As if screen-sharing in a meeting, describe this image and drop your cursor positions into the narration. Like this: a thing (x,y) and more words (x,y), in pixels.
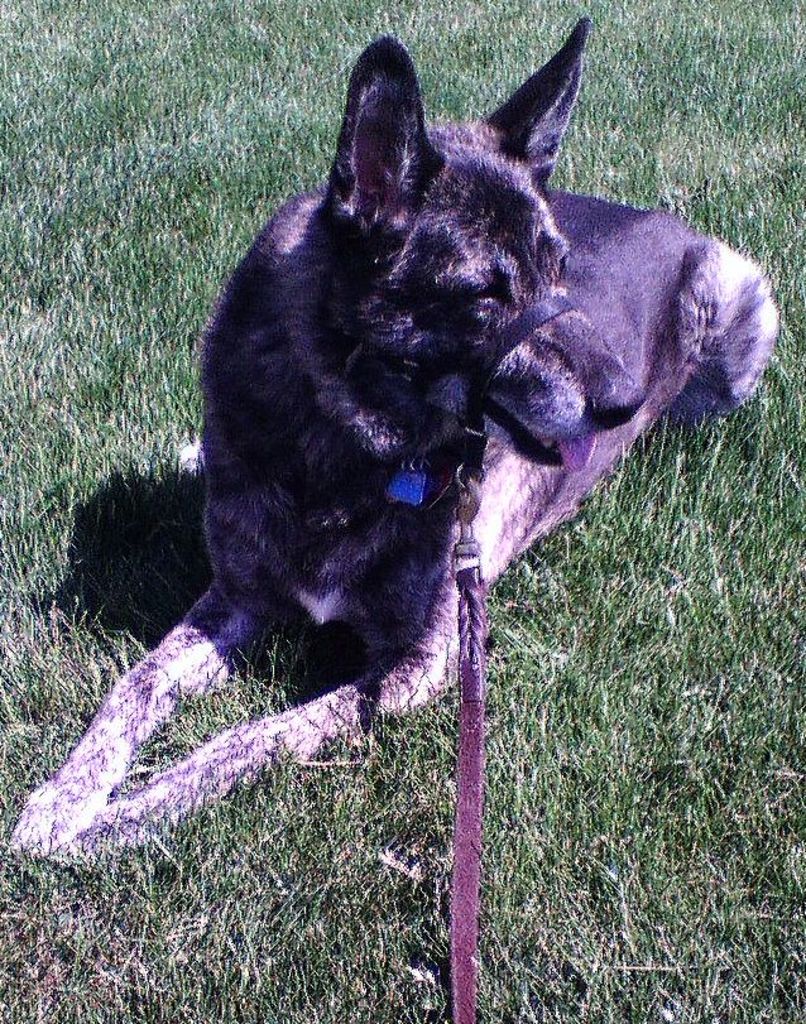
In this picture I can see a dog (430,507) in front (742,391), which is on the grass (123,255) and I can see a belt (530,331) on the nose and I see leash (473,601) tied to it.
